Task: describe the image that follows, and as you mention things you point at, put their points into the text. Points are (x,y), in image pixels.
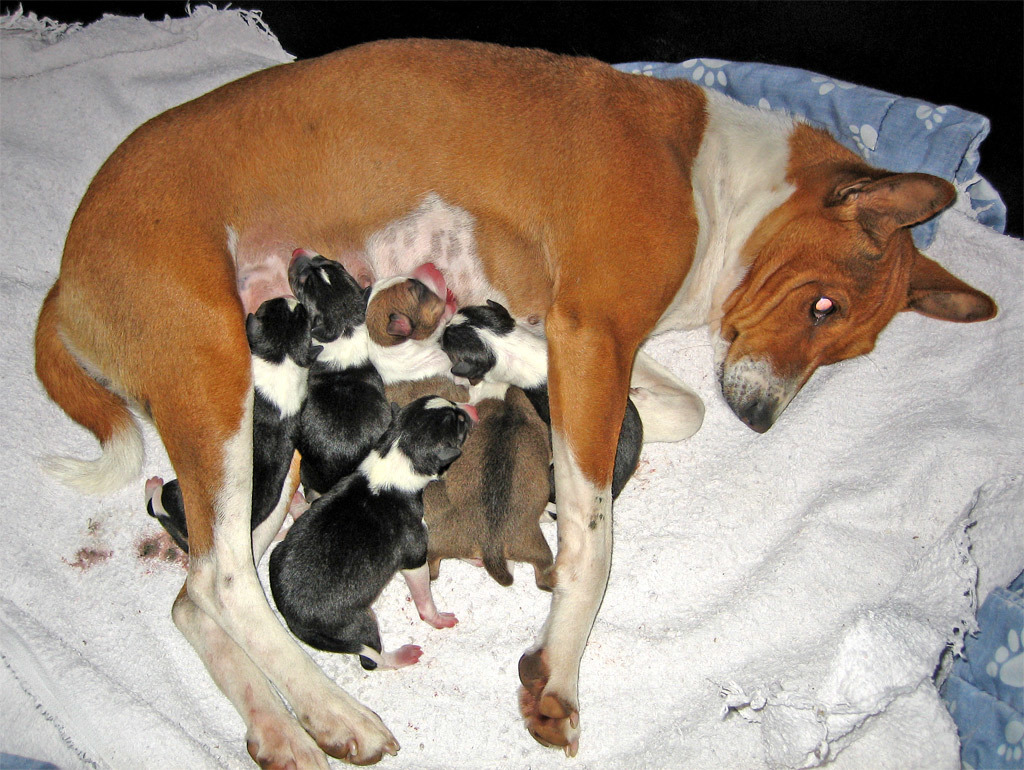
In this picture we can see a dog (346,198) is laying on a white cloth (960,505) and on the cloth (110,131) there are lots of puppies (393,515).
